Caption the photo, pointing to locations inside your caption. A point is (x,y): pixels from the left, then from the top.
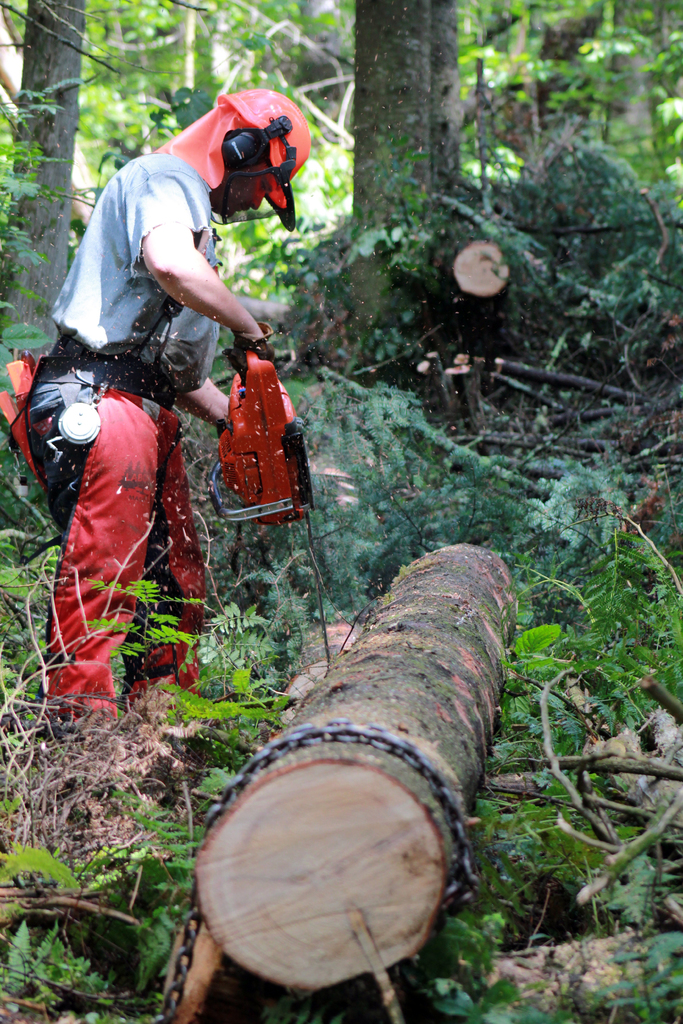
In this image there is a man (118,307) standing. He is wearing a helmet (239,98) and holding an object (235,474) in his hand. In the center of the image (410,670) there is a wooden log (297,842). In the background (406,69) there are trees (512,69). At the bottom (215,710) there are plants (631,596) and grass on the ground (201,762).
